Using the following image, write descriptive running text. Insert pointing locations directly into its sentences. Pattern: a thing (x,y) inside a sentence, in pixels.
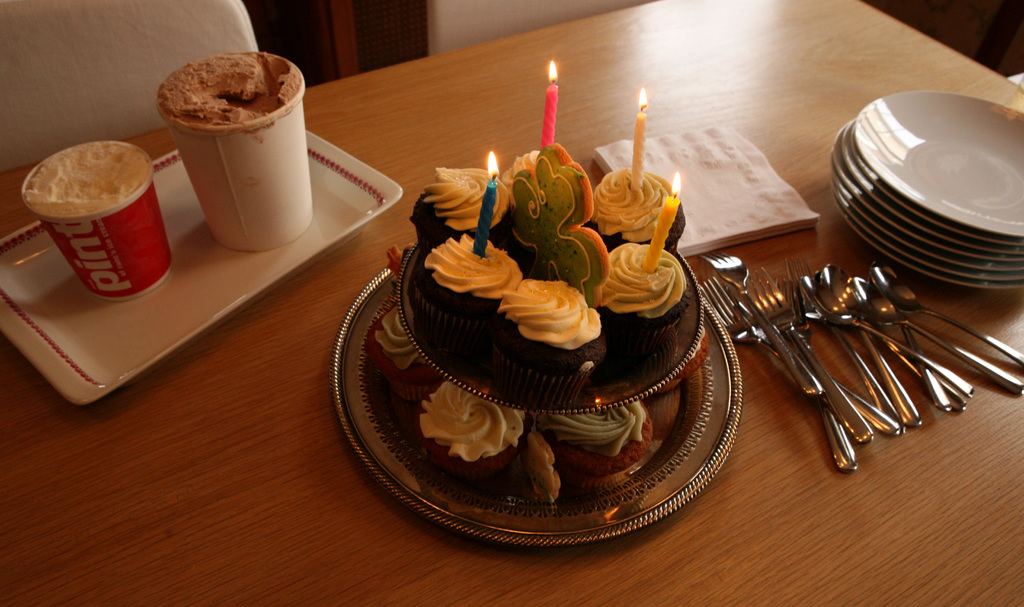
In this picture we can see a table (768,152) on the table (383,526) we have a cake (524,287) candles (488,203) and some tissues (758,221) we have plates (901,247) spoons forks (809,344) and chairs (71,76).
